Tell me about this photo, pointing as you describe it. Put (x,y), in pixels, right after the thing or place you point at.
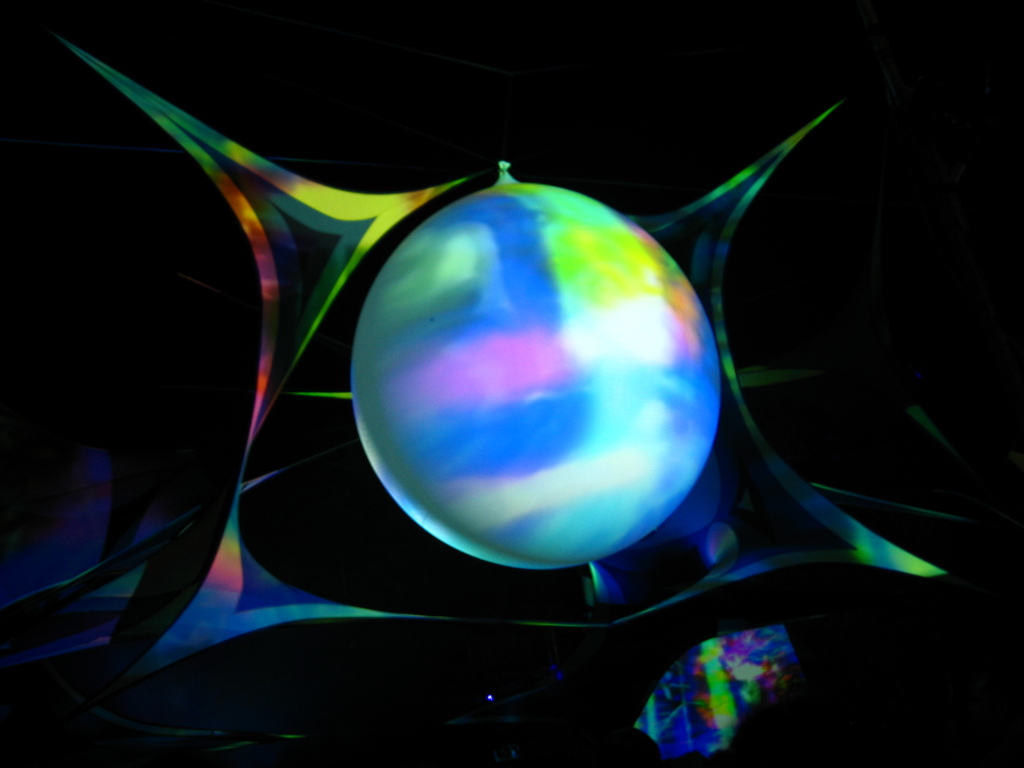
In this image, I can see a circle (364,313) which of many colors.
